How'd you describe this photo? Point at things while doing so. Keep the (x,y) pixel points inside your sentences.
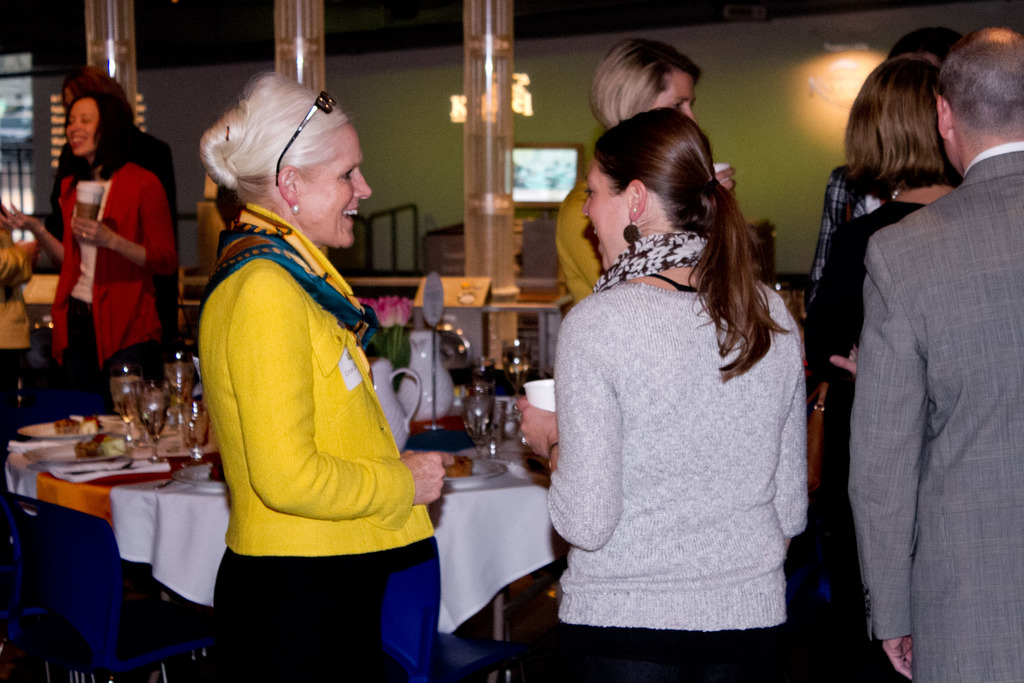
In the center of the image (578,380) we can see people (660,382) standing. At the bottom (204,520) there is a table (197,479) and we can see plates (64,451), glasses (175,413), jars (400,386) and a flower bouquet (378,336) placed on the table (449,511). In the background (803,62) there is a wall (807,113) and we can see a light (833,79).
